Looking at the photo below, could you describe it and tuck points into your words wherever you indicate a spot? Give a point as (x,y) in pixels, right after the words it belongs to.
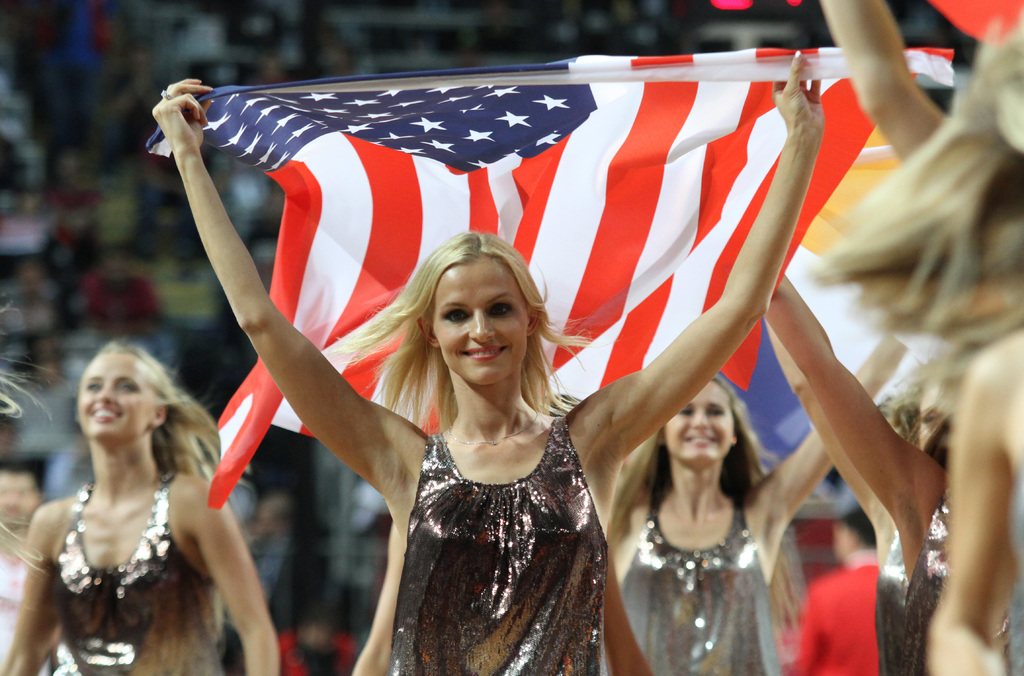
In this image, there are group of people (693,598) on the blur background. There is a person (506,390) in the middle of the image (658,379) holding a flag (262,149) with her hands (800,70).
